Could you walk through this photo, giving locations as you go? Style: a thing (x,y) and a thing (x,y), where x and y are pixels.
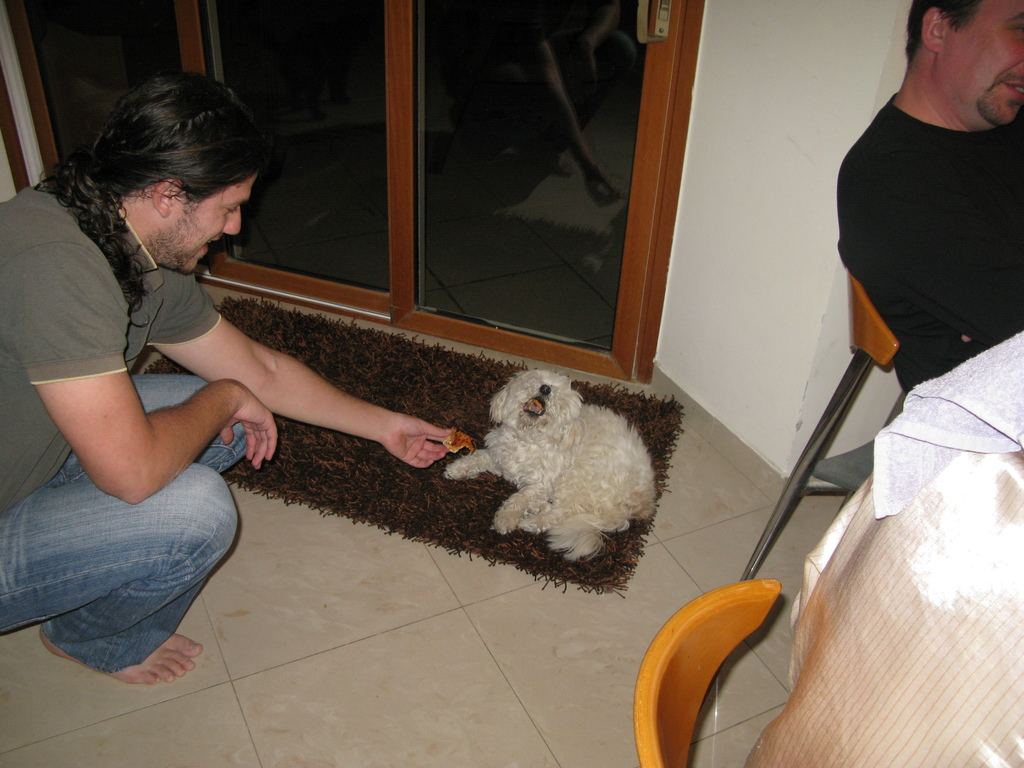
There are two persons (374,409) in this room (753,683), one is sitting on this yellow chair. One guy (179,308) is crouching over here, there is a dog (519,380) which is resting on this brown mat (451,390) and the guy (112,363) who is crouching over here feeding something to this dog (563,444) and there is a wall (789,157) and glass door (475,167), at the top of the image (661,23) there is a handle (645,33).
